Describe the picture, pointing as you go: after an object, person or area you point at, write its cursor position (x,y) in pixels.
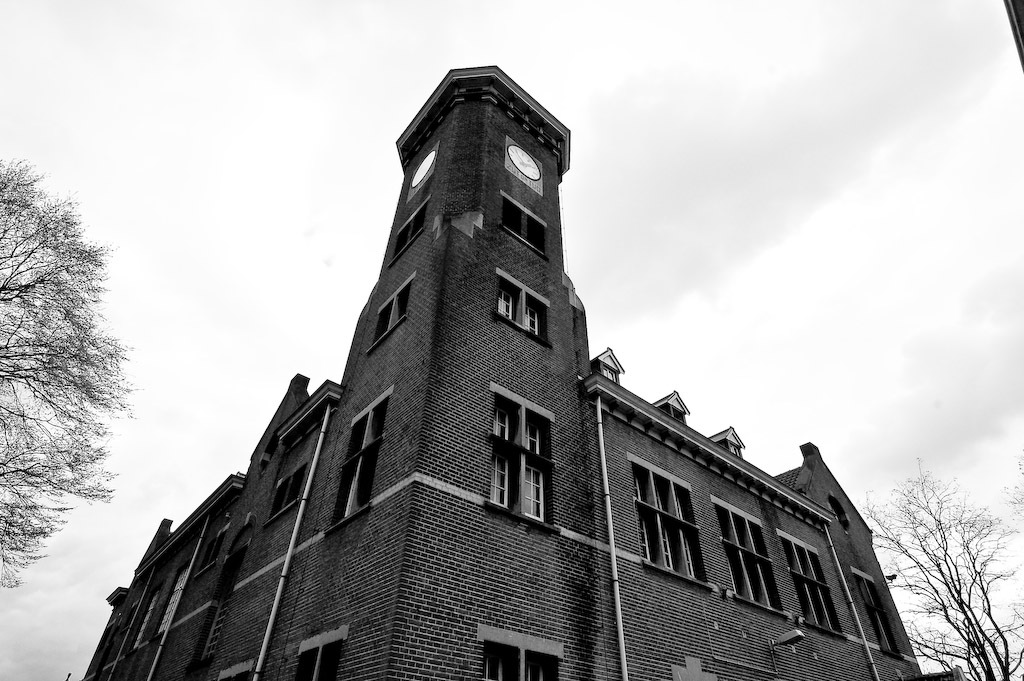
This is a black and white image. In this image we can see a building (504,487) with windows (535,478), roof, some pipes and a clock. We can also see some trees (950,618) and the sky (264,295) which looks cloudy.
